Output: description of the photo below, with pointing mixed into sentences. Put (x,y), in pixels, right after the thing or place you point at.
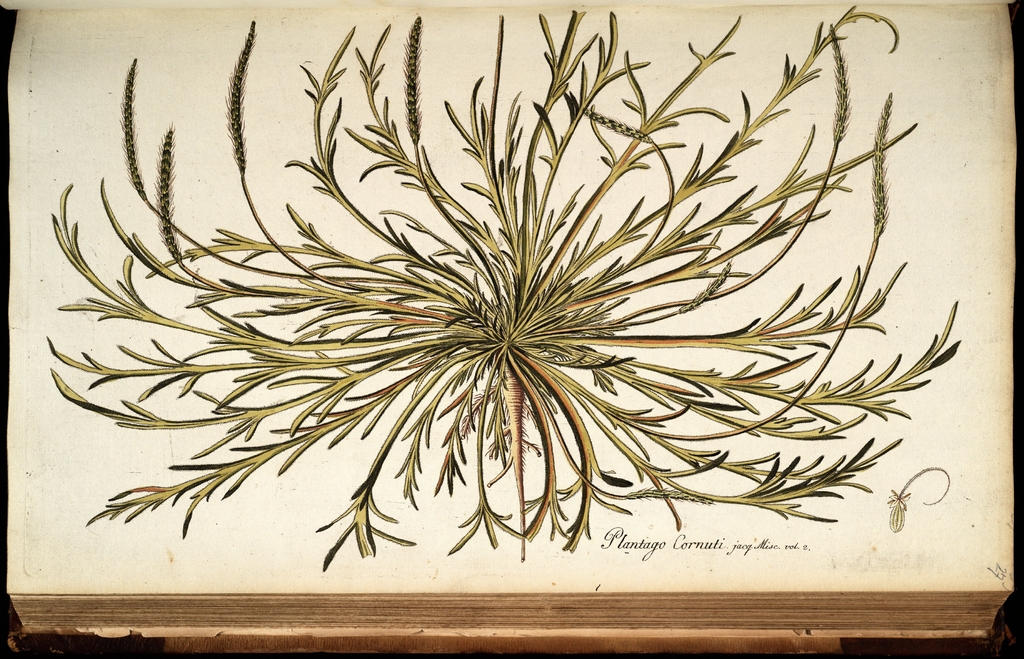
There is a painting (387,280) having a plant (517,361) which is having seeds (883,110) and leaves (578,441) on a white paper (61,66) on which, there is a text (639,539). And the background is dark in color.
